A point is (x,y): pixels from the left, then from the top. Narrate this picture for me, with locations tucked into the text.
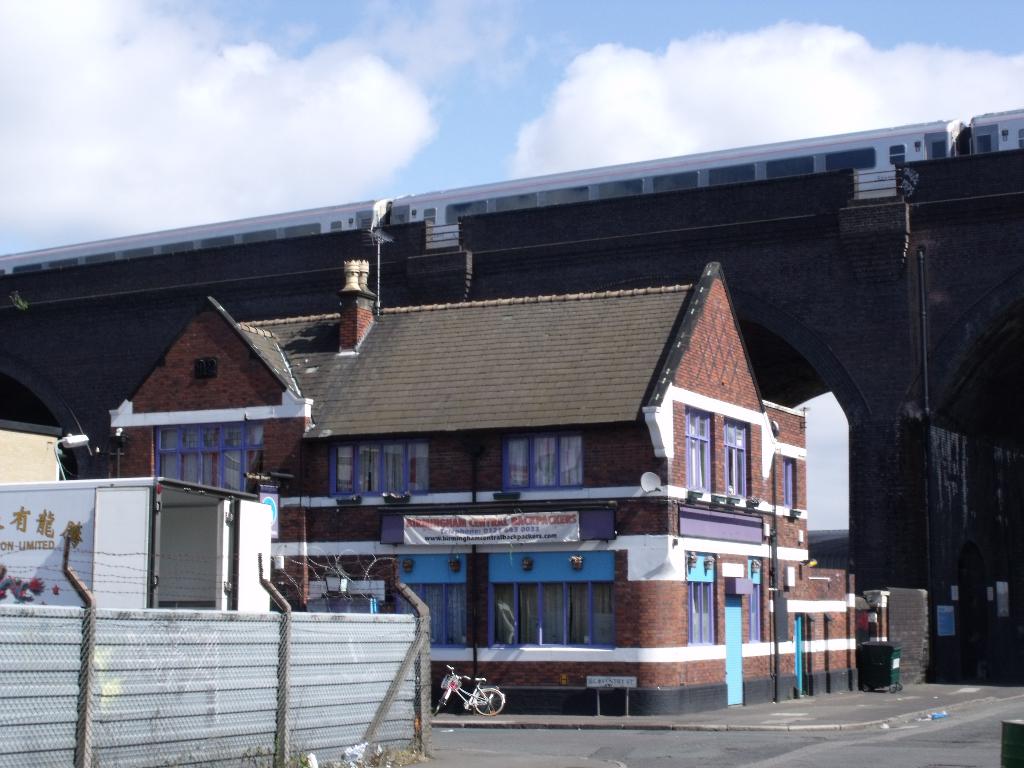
In this image there are buildings (488,461) and there is a bicycle (472,693) parked on the pavement (445,718), in front of the building (741,683) there is a road (916,756), behind the building (630,338) there is a bridge (480,277). On the bridge (854,263) there is a train (557,188) on the track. In the background (430,117) there is the sky (405,117).
